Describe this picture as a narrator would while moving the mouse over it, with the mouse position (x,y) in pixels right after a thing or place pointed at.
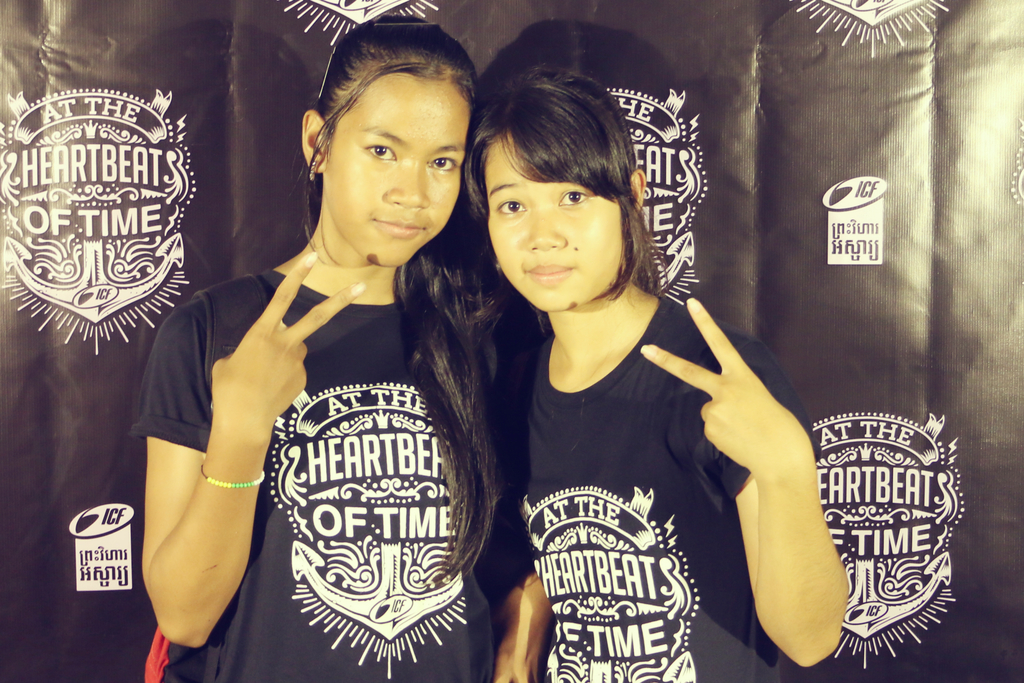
In the picture I can see two women (507,406) wearing black T-shirt (533,451) are standing and showing a victory symbol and there is a banner (264,107) which has something written on it is behind them.
